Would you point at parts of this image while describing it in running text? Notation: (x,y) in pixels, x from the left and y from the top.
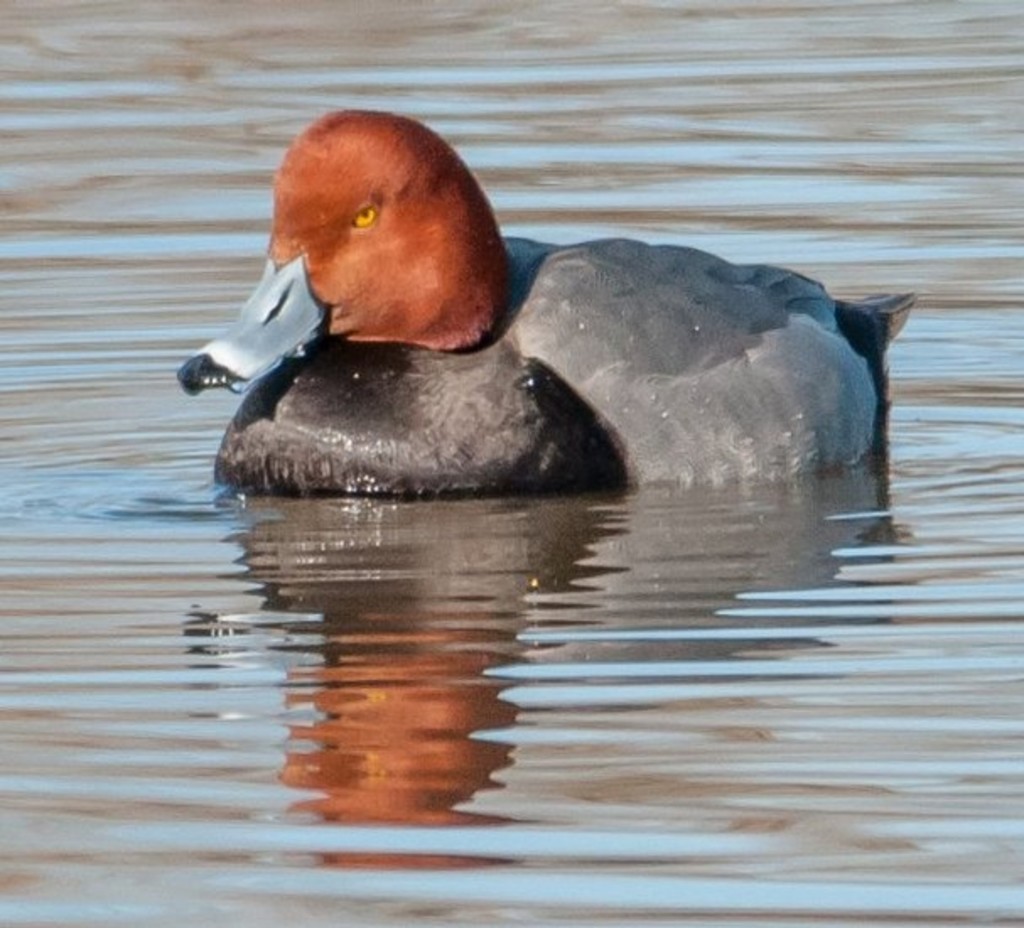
As we can see in the image there is water (334,912) and duck (368,449).
